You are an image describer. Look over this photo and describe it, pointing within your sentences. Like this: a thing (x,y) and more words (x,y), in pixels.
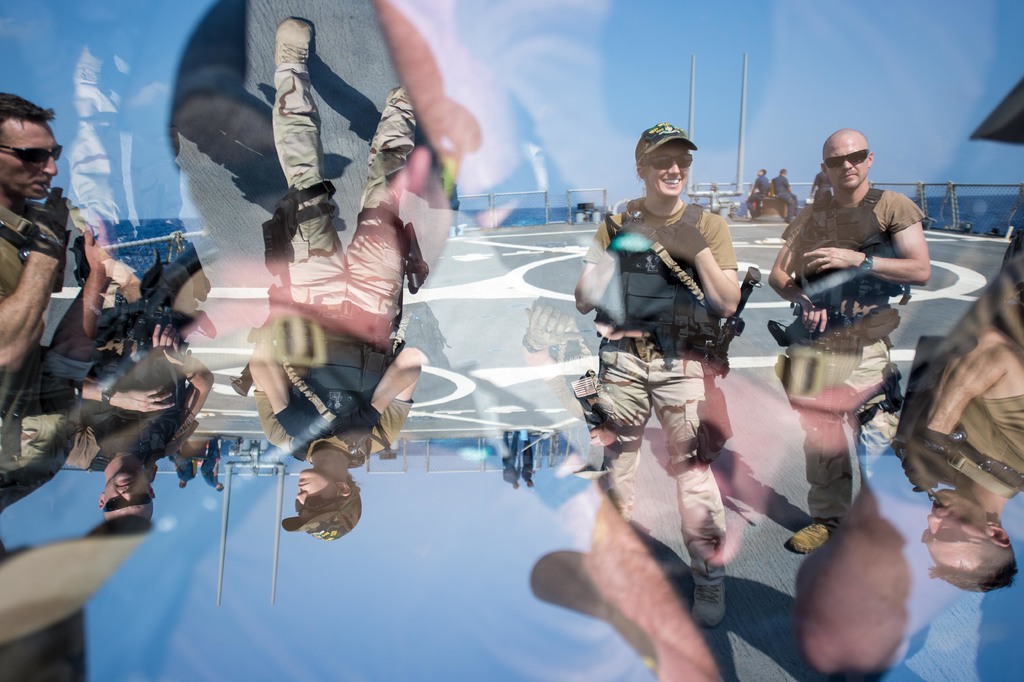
This image looks like an edited photo in which I can see a group of people (692,429) on a ship deck (763,392) and are holding some objects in their hand (682,236). In the background (544,545) I can see a fence (1022,197), poles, water (618,215) and the sky (876,85).
